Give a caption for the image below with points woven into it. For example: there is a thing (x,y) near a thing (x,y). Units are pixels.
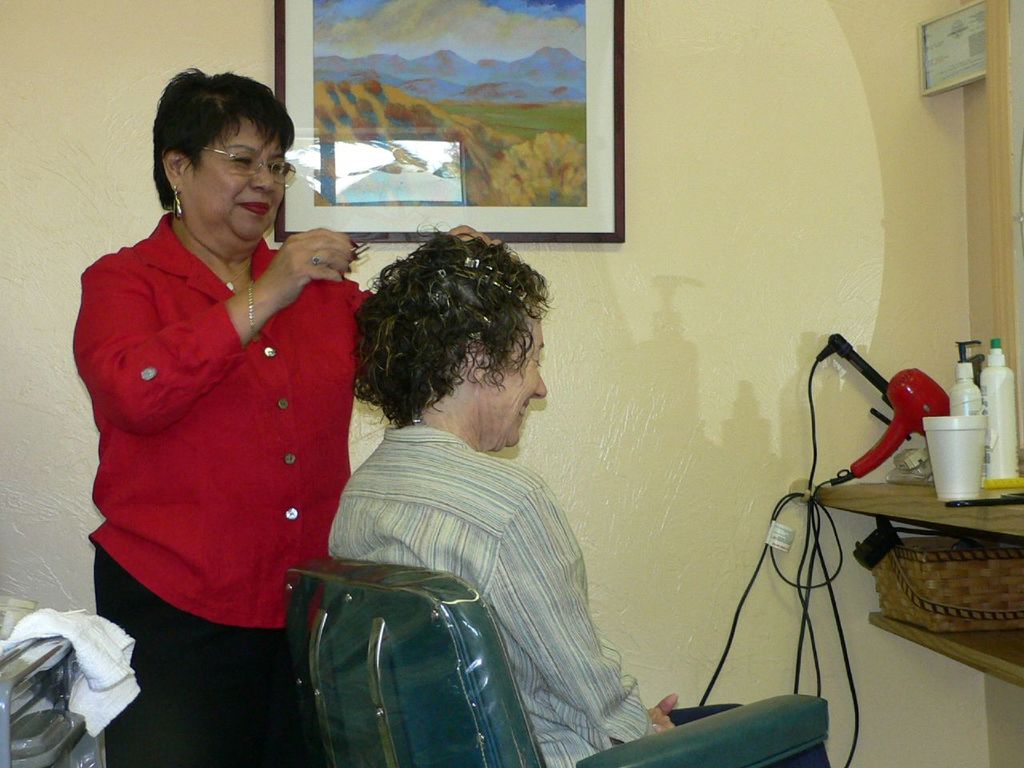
In this picture I can see a human (412,463) sitting on the chair (433,650) and I can see a woman (157,413) holding a clip (362,248) in her hand (328,251) and I can see a photo frame (506,117) on the wall (776,378) and I can see few bottles (997,475) and a hair dryer (875,465) on the table (998,523) and I can see napkin (107,661).
